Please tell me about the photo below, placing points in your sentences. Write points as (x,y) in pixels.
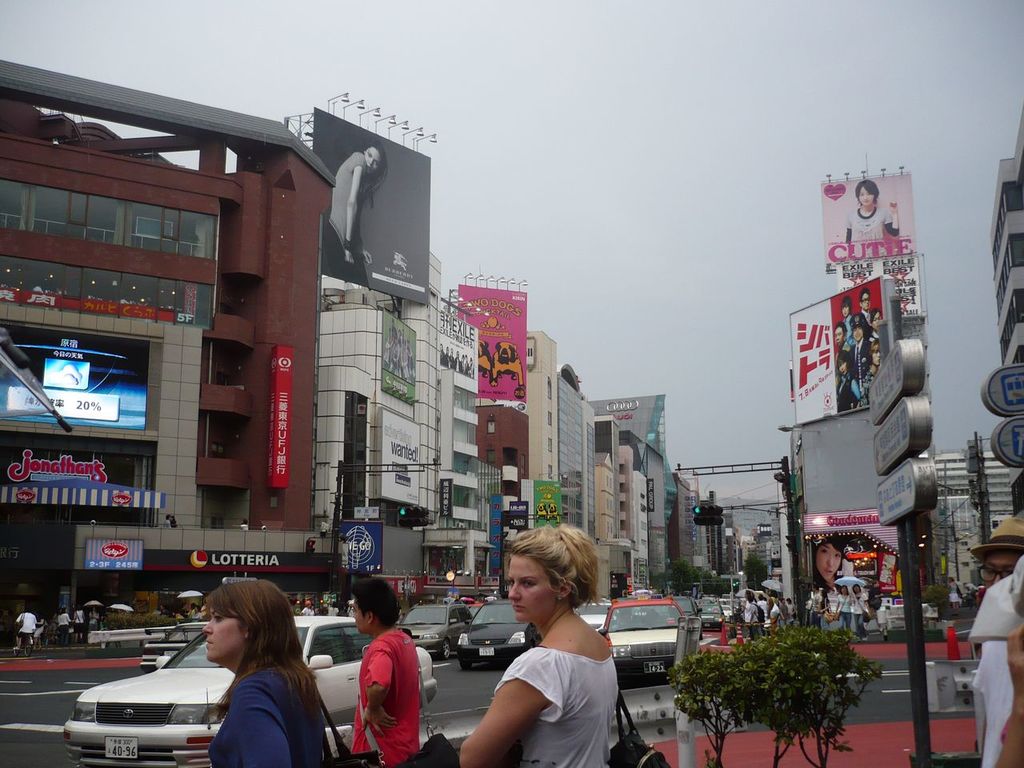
In this picture I can see there are three people (388,689) standing at the bottom of the image (255,739) and there are few other people (1000,662) standing at the right bottom of the image (1000,721) and there are poles (906,543) with boards (913,461). There are few buildings (212,432) in the backdrop (263,419) and there are few vehicles (142,691) moving on the road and the sky (735,230) is cloudy.
